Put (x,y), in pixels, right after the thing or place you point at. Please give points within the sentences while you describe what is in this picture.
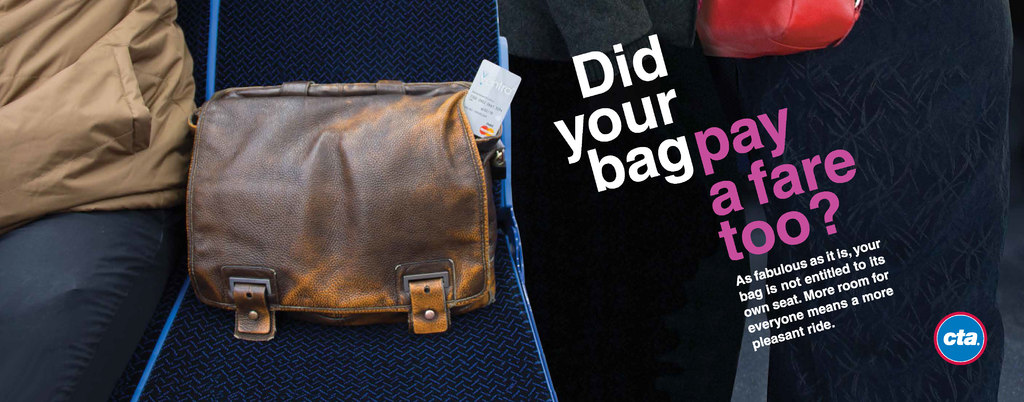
In this picture a lady (158,2) is sitting to the left side of the image (155,51) and beside her there is a brown bag (352,188) on the seat (298,55) which has master card tag (487,125) on it. To the right side of the image (782,305) there is a quote (637,93) named did your bag pay a fare too?, As fabulous as it is, your bag is not entitled to its own seat. More room for everyone means a more pleasant ride.
